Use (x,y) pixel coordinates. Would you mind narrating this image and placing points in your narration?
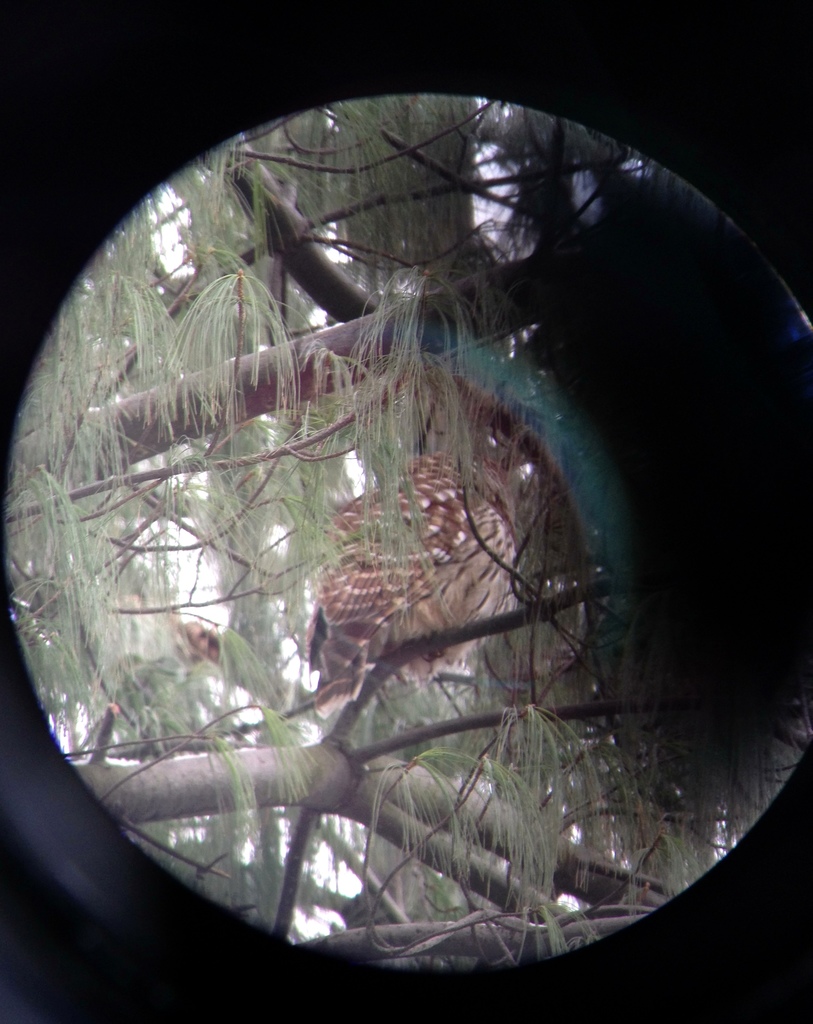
There's a hole (609,355). Through this hole (747,608), we can see there is bird (434,465) standing on a branch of a tree (101,432) which is having green color leaves (620,814). And the background is white in color. Outside this hole (68,638), the background is dark in color.
